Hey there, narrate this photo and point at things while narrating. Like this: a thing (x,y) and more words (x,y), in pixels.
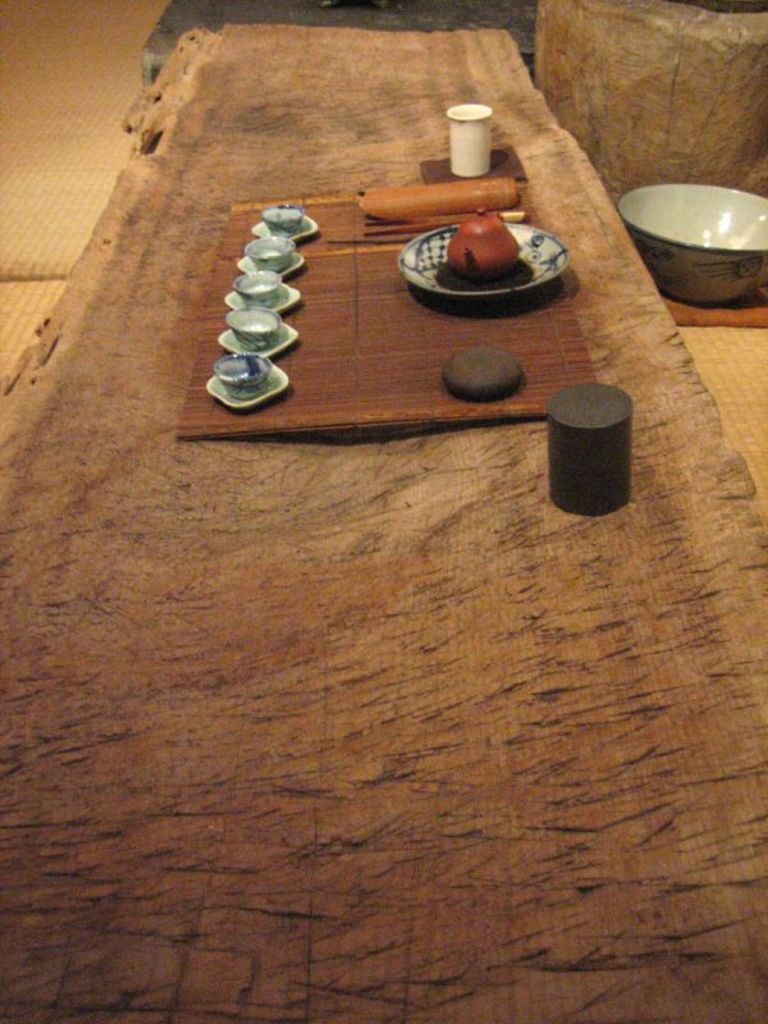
In this picture we can observe five porcelain cups (255,295) placed on the wooden surface (581,288). We can observe a plate (437,284) and a glass (462,146) on the surface (305,278). On the right side (688,253) there is a bowl (706,230).
